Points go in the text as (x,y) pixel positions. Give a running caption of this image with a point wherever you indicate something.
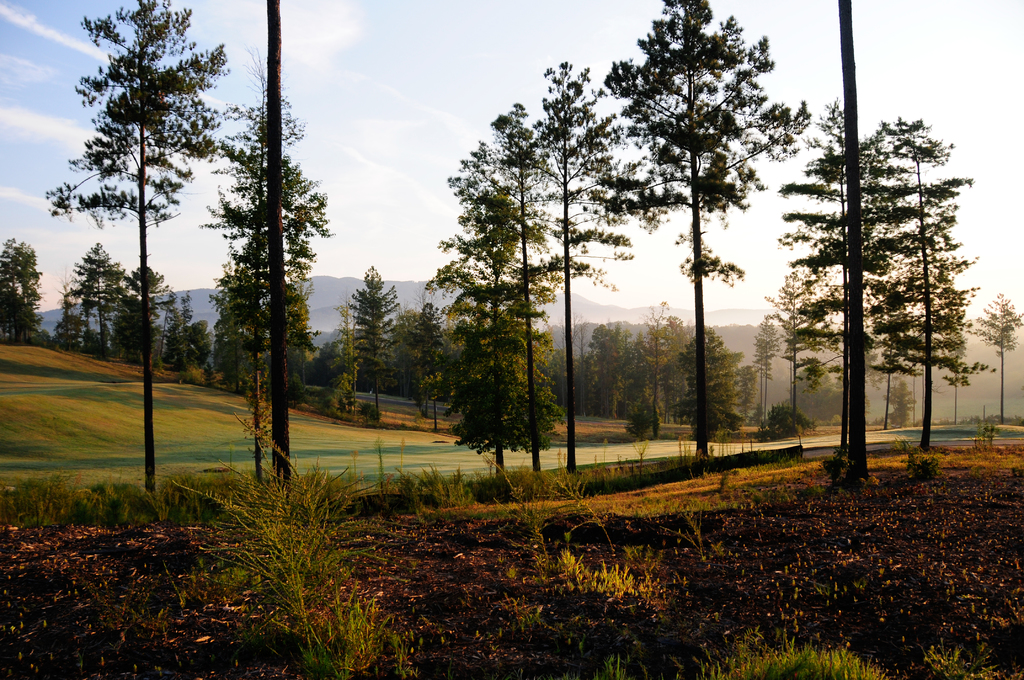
In this image we can see some plants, the bark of the trees (443,404), grass (391,447) and a group of trees (520,441). On the backside (775,240) we can see the hills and the sky (360,115) which looks cloudy.
